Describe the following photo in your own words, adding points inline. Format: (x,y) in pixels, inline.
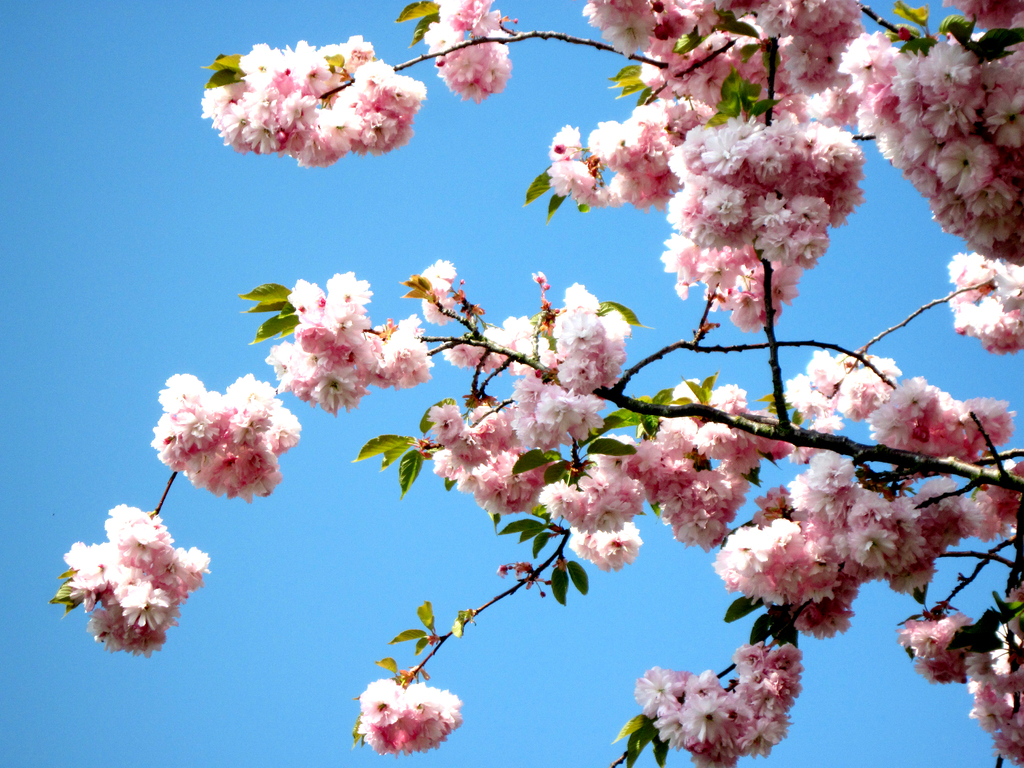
In this picture I can see flowers (795,227) and leaves (541,514) and I can see blue sky (428,324).
